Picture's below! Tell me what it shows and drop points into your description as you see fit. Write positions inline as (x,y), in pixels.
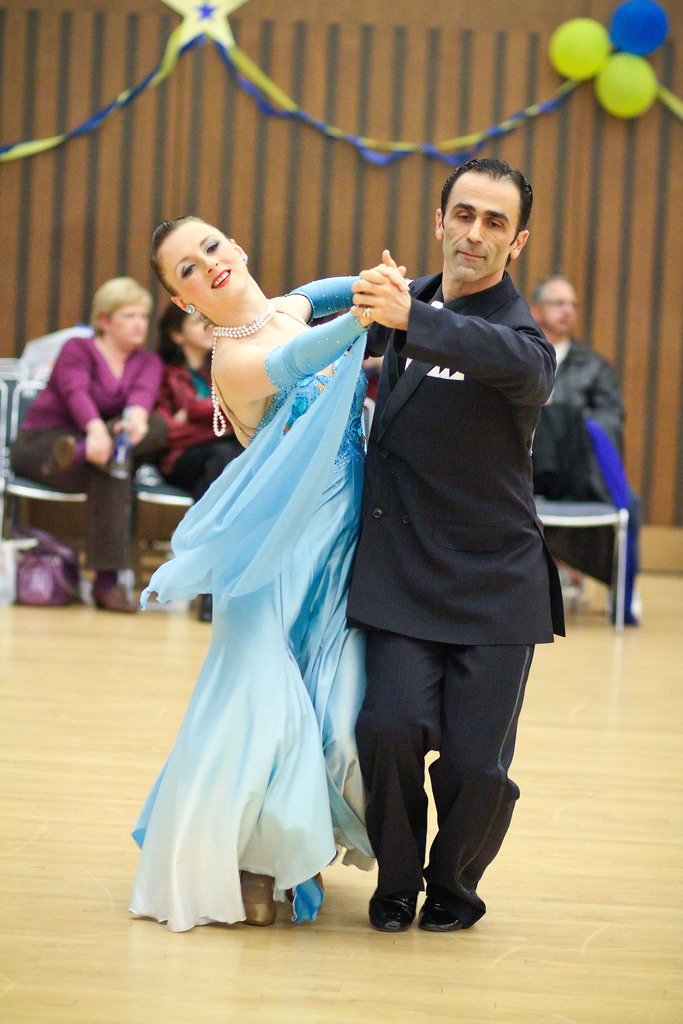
In this image there is a man (482,386) and a woman (322,450) dancing on the floor (315,943). Behind them there are people (96,381) sitting on the chairs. In the background (166,164) there is a wall (240,114). There are balloons (629,73) and decorative things (160,72) on the wall (128,122).
